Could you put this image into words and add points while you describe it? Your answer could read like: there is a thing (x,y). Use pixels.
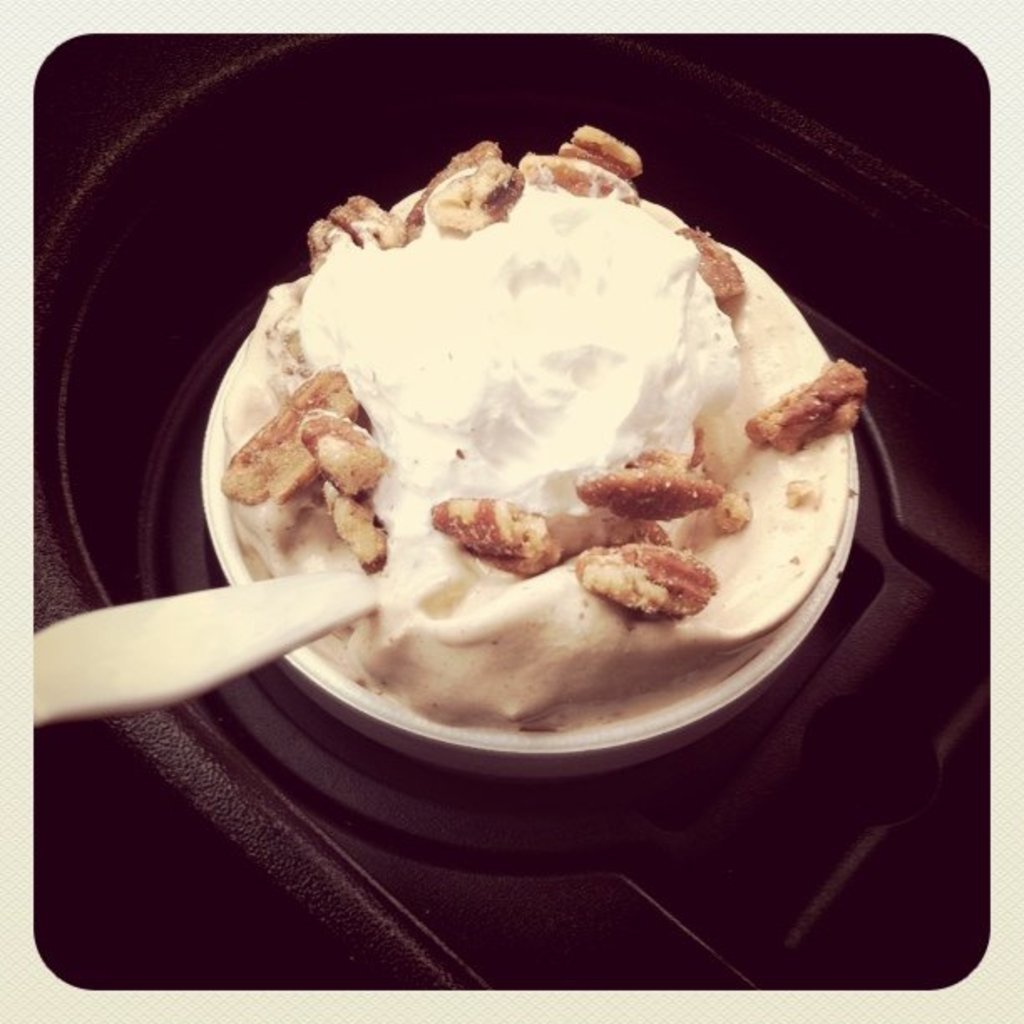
In this picture we can see food (518,475) and a spoon (270,635) in the cup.
